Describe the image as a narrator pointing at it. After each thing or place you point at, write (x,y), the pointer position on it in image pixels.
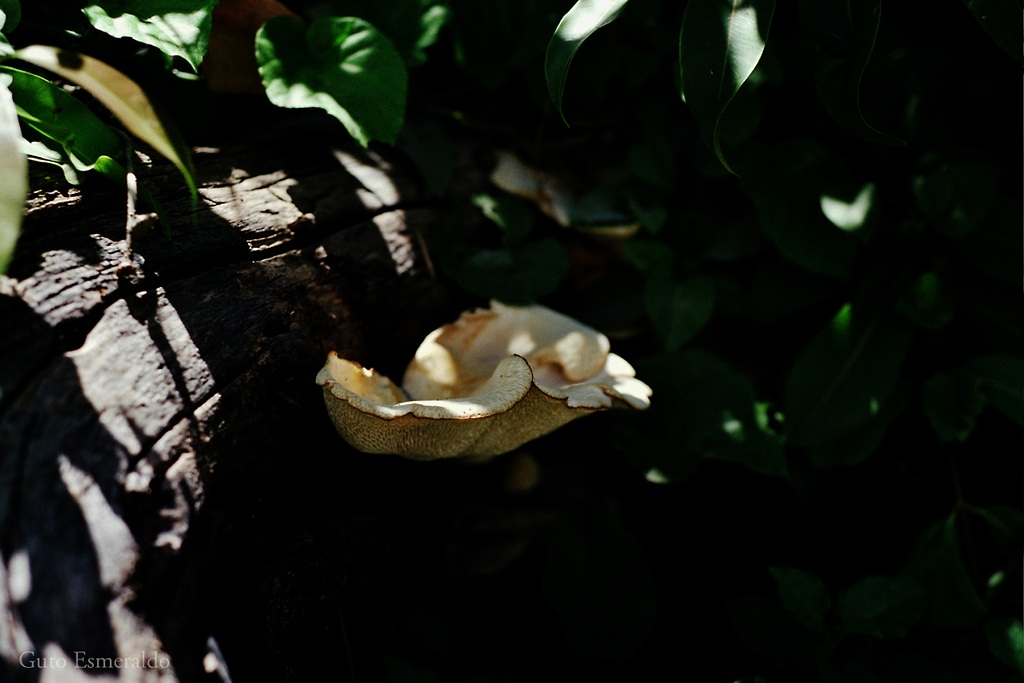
In the center of the image (435,432) we can see a mushroom (621,375). In the background (553,264) there are leaves (697,297).
